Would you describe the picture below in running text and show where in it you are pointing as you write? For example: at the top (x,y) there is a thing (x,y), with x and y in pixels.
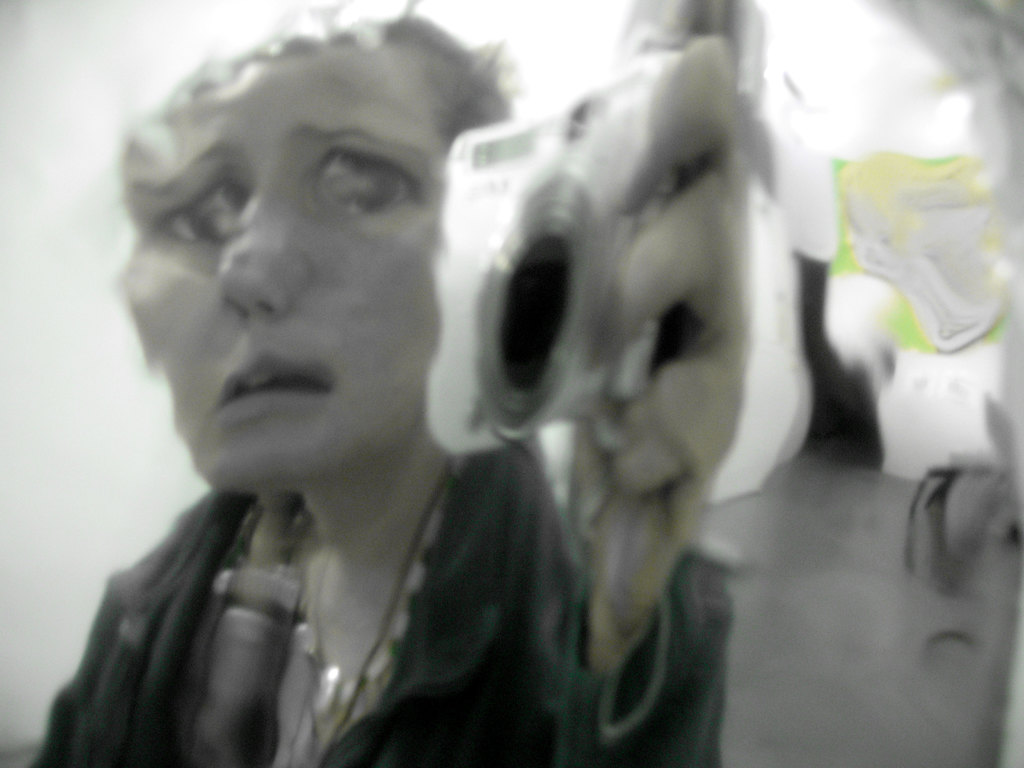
In the image we can see a woman (420,611) wearing clothes (447,628) and holding a camera (478,311) in hand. This is a floor (828,612).
